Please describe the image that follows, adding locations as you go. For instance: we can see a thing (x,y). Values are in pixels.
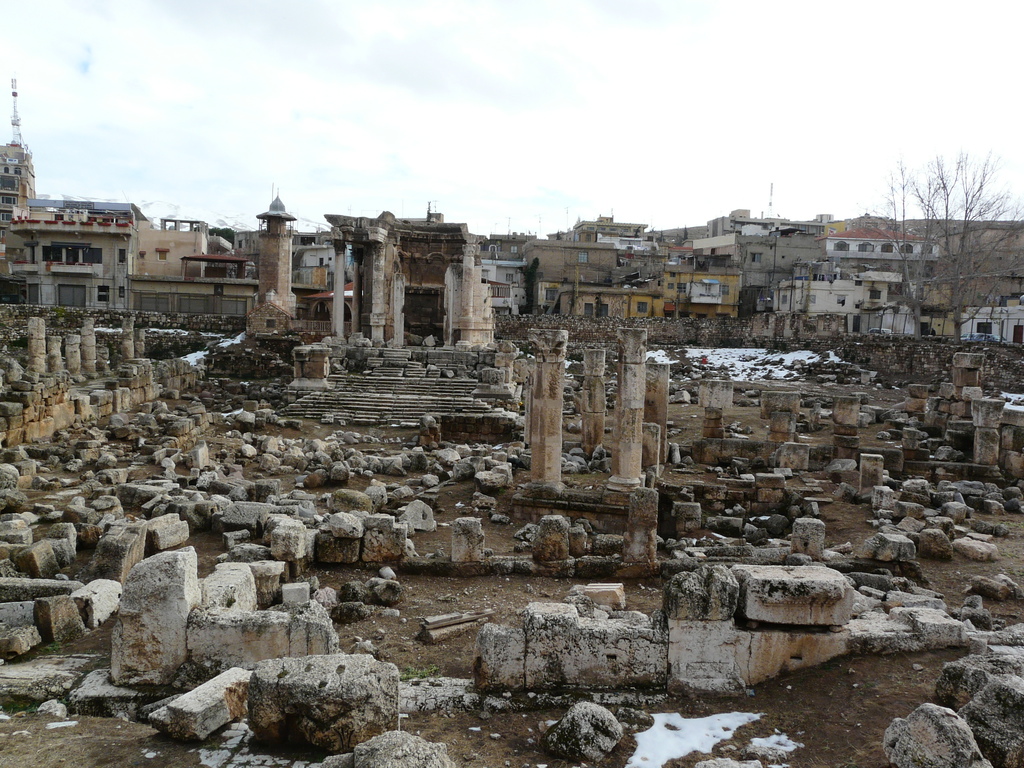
In this picture we can see the buildings (710,308), trees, pillars (622,411), poles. At the bottom of the image (755,576) we can see the rocks (527,614). On the left side of the image (18,145) we can see a tower (16,114). At the top of the image (244,160) we can see the clouds (376,115) in the sky (514,203).
